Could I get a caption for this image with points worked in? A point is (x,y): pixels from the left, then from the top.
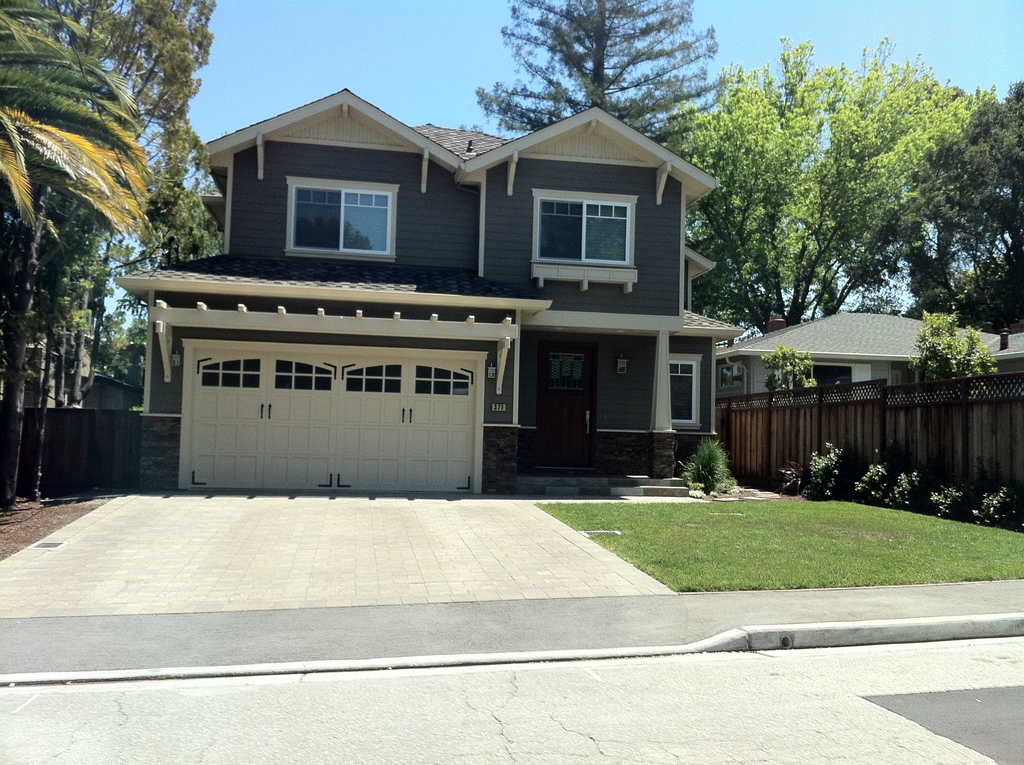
In this image we can see buildings (433,330), trees (527,118), walls (745,463), shrubs (807,466), ground (780,524), doors (342,379), windows (694,374) and sky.
